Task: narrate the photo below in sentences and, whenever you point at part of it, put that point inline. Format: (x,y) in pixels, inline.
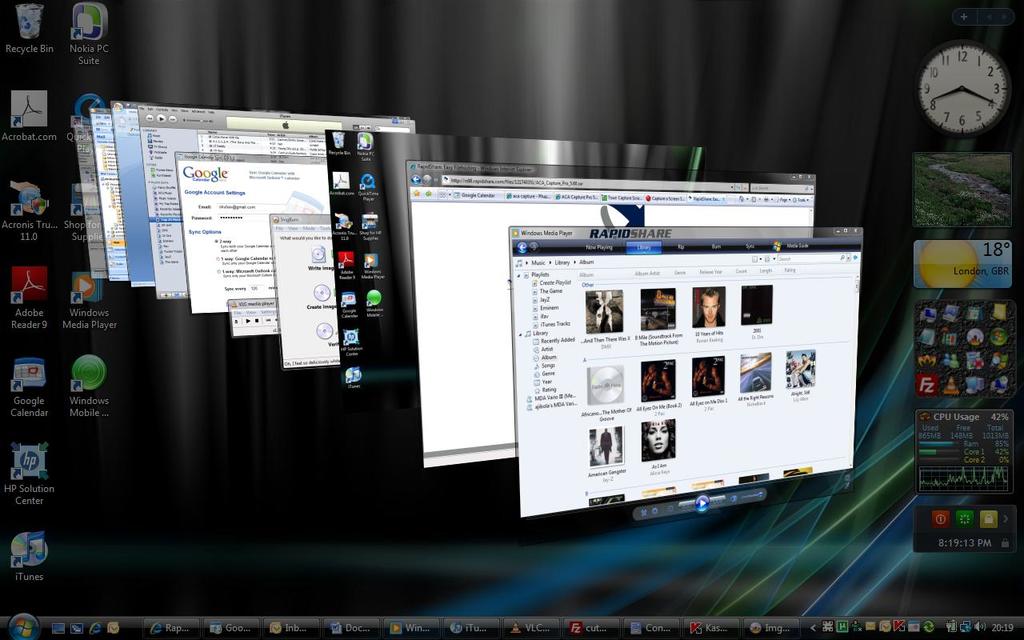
This is a screen shot page of a monitor (612,447), where we can see few tabs (442,319) opened. In the background (46,616), there are few applications (68,328), tabs (150,633) on the bottom (67,635), time (941,99) and location (994,269) on the screen (848,105).
